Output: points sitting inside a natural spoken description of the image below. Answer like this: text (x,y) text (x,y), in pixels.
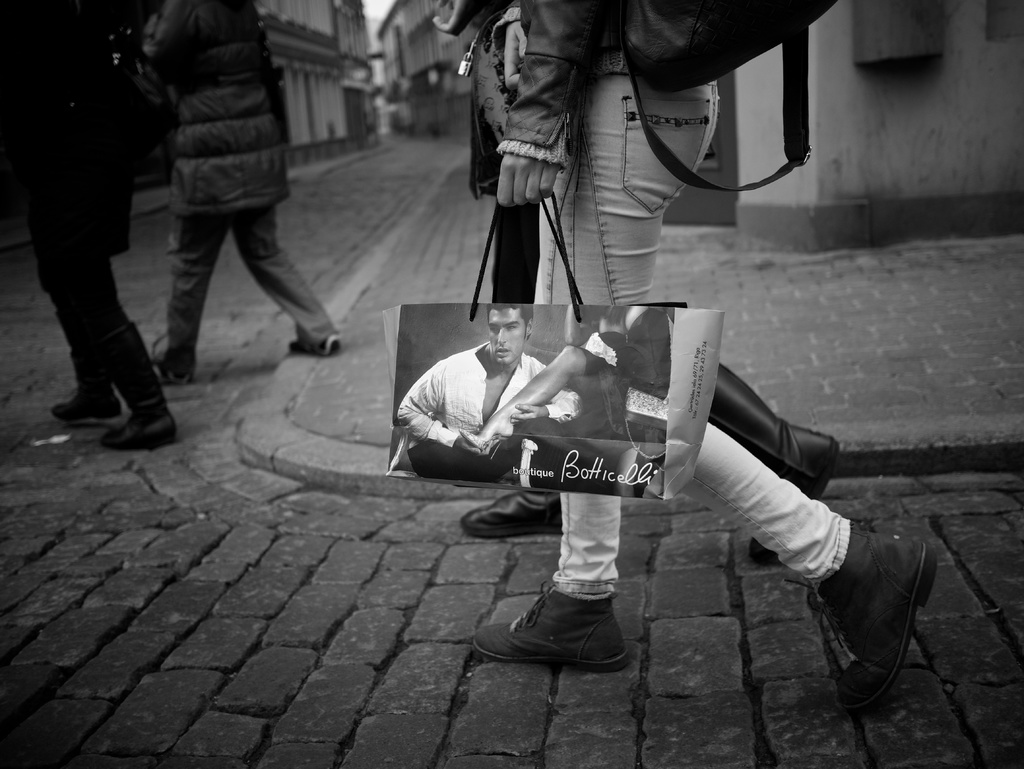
In this image we can see a black and white picture of a group of persons (735,515) standing on the ground (504,669). One person (546,643) is carrying a bag (635,9) and holding another bag (520,393) in his hand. In the background (386,2), we can see a group of buildings (425,114), pathways (382,188) and the sky (382,15).
